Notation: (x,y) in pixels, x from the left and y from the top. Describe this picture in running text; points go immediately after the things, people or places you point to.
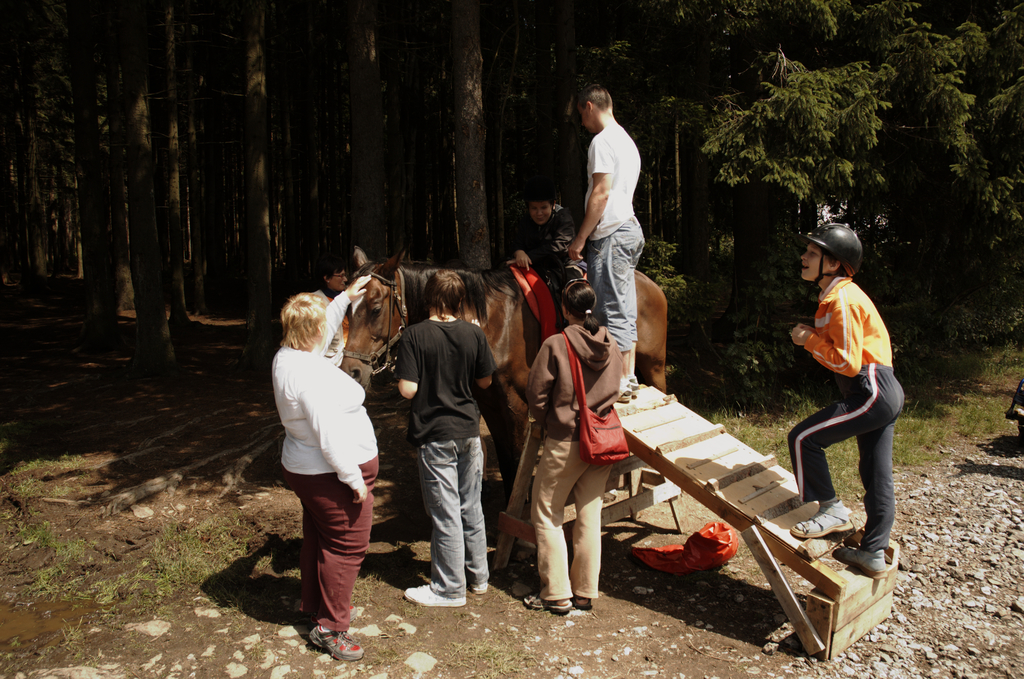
In the center of the image (534,319) we can see persons (624,394) and horse (506,295). On the right side of the image (793,325) we can see person (851,369), stones (924,562) and trees (775,84). In the background (351,123) we can see trees (308,145).
